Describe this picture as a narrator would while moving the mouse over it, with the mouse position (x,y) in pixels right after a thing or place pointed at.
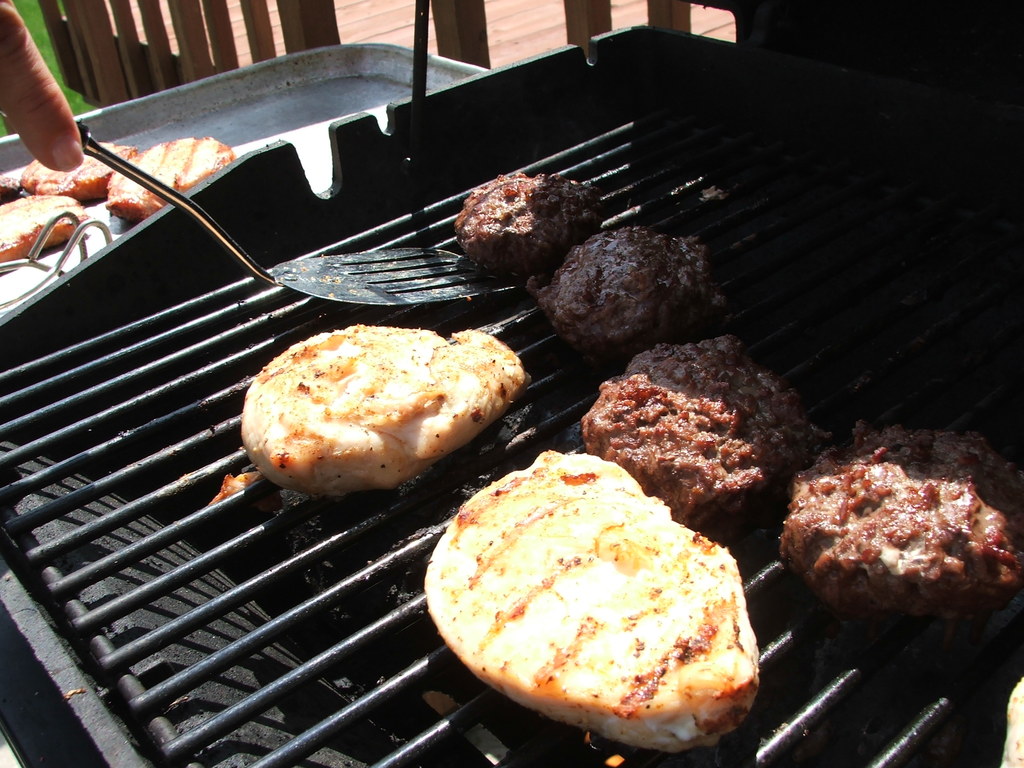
In this picture I can see food (506,501) on the grill (241,330) and I can see serving spoon (370,263) in the human hand (48,121) and I can see some food (139,193) in the tray (328,108) and looks like couple of wooden chairs (253,15) in the back (200,11).
